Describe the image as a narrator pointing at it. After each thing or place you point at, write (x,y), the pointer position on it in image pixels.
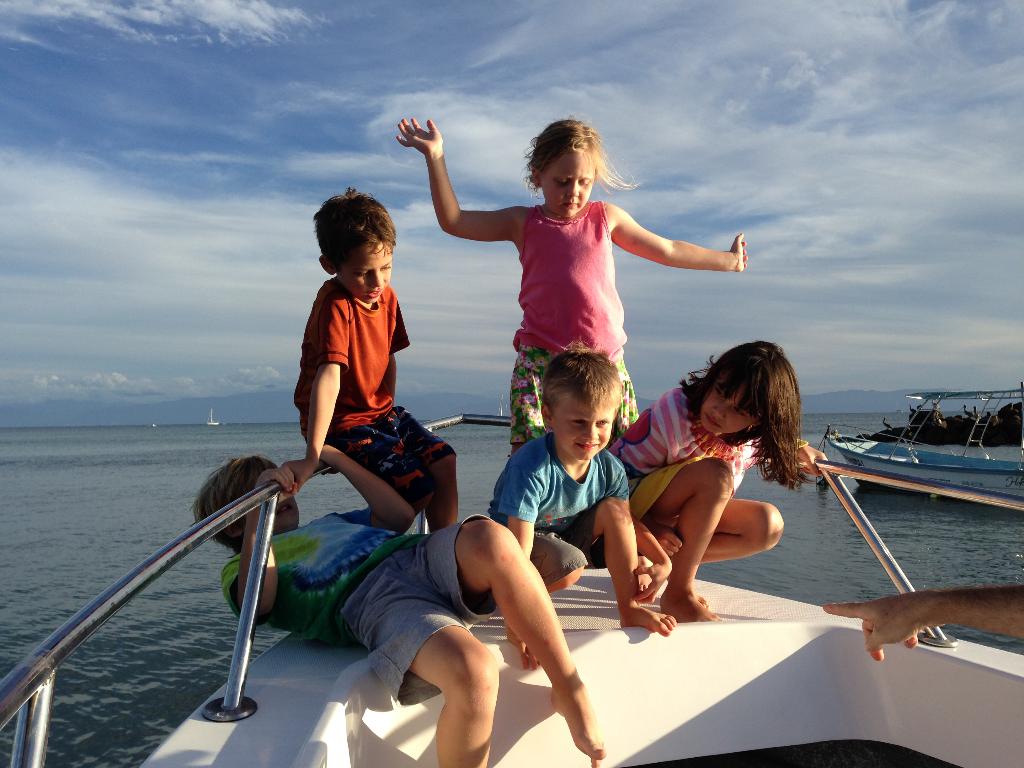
There are boats (926,675) on the water (780,586). Here we can see five kids (450,665). In the background (199,284) there is sky (798,273) with clouds (263,276).
